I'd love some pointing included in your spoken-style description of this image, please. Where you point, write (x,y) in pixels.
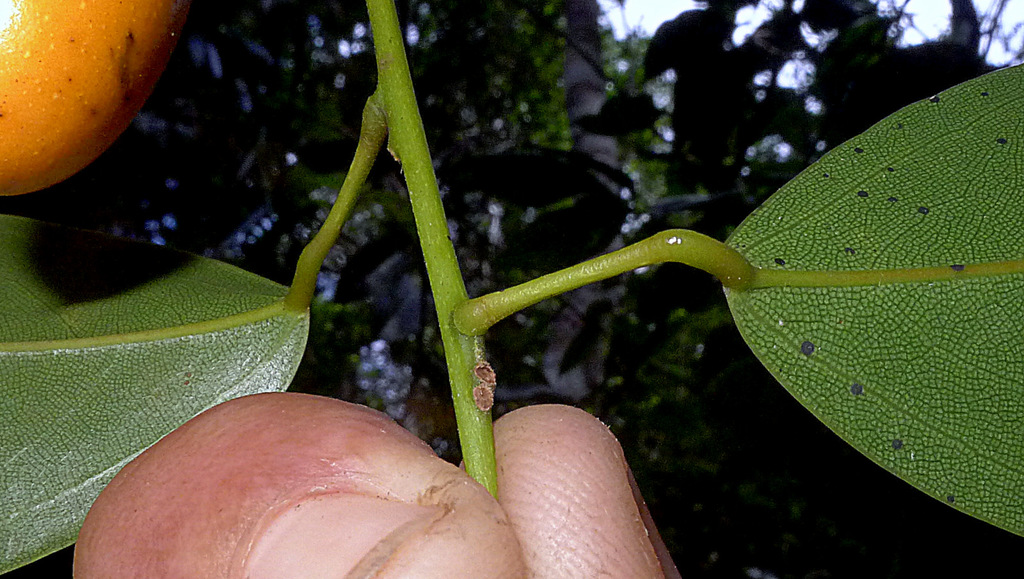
In this image we can see a person's hand (427,485) who is holding branch (407,90) of a tree (109,320) which has leaves (124,316) and fruit (68,91) which is in yellow color and in the background of the image (296,168) there are some trees (550,157).
